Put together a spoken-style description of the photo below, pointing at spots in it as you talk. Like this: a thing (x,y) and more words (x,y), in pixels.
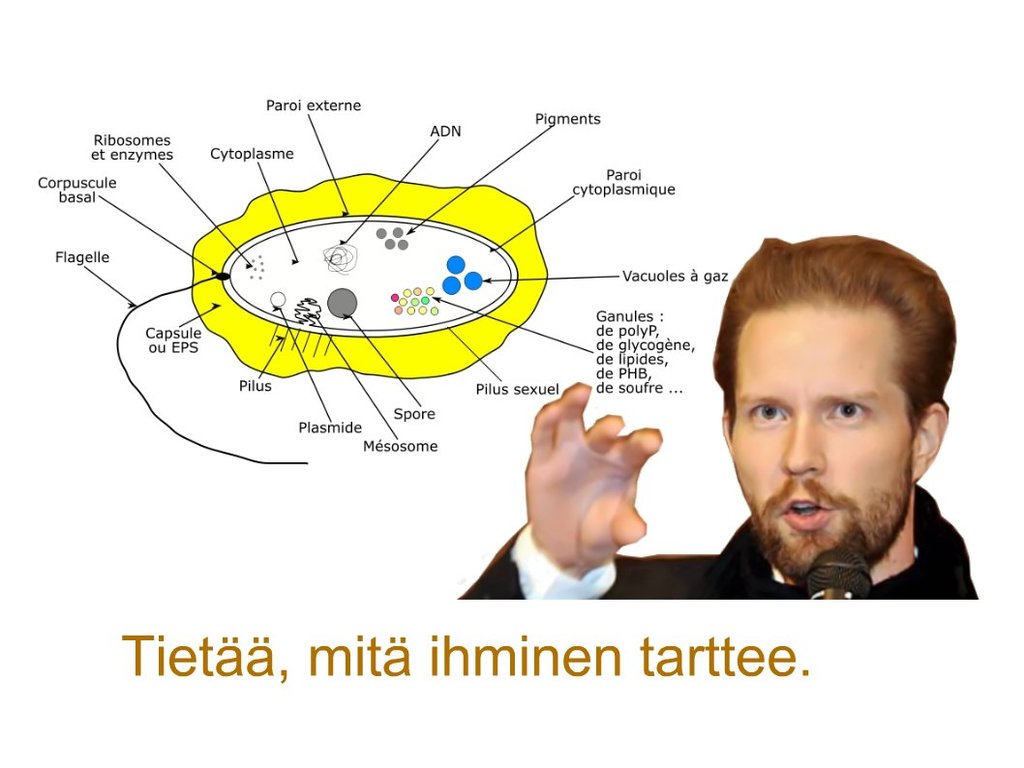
On the right side of the image (737,454) we can see a man (618,465), he is holding a microphone (818,589), and we can find some text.
